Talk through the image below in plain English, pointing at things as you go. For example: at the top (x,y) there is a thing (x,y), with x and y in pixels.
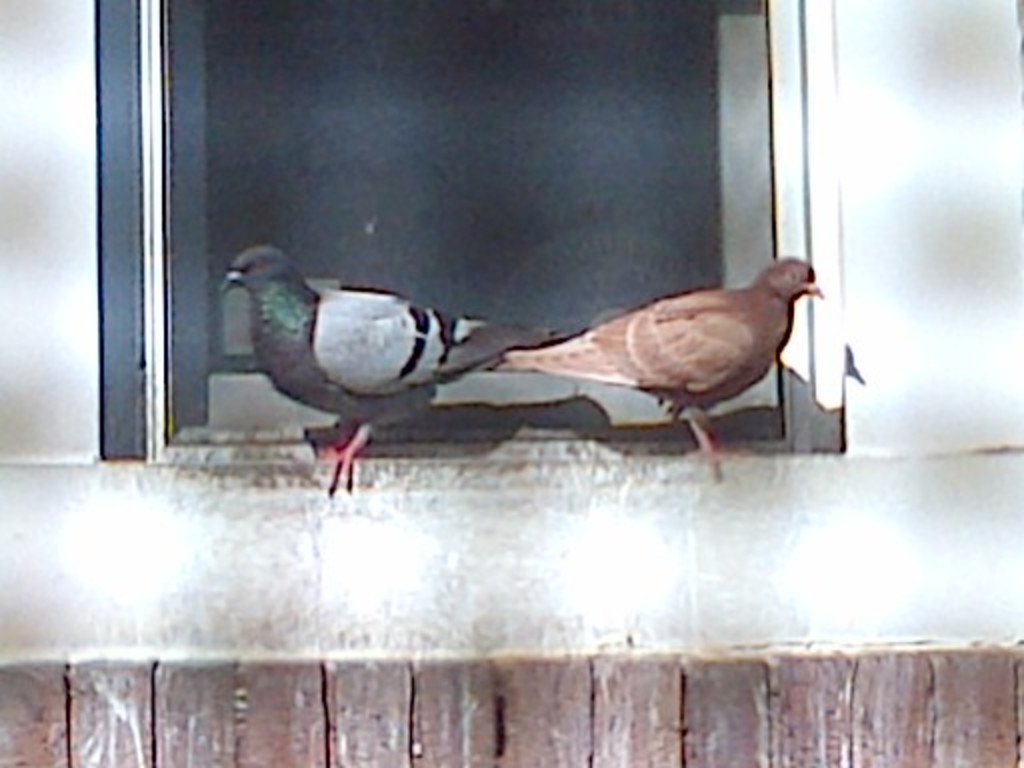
In this image I can see two birds (338,359) which are in black, ash and brown color. These are on the window (497,250) of the building (895,192).
